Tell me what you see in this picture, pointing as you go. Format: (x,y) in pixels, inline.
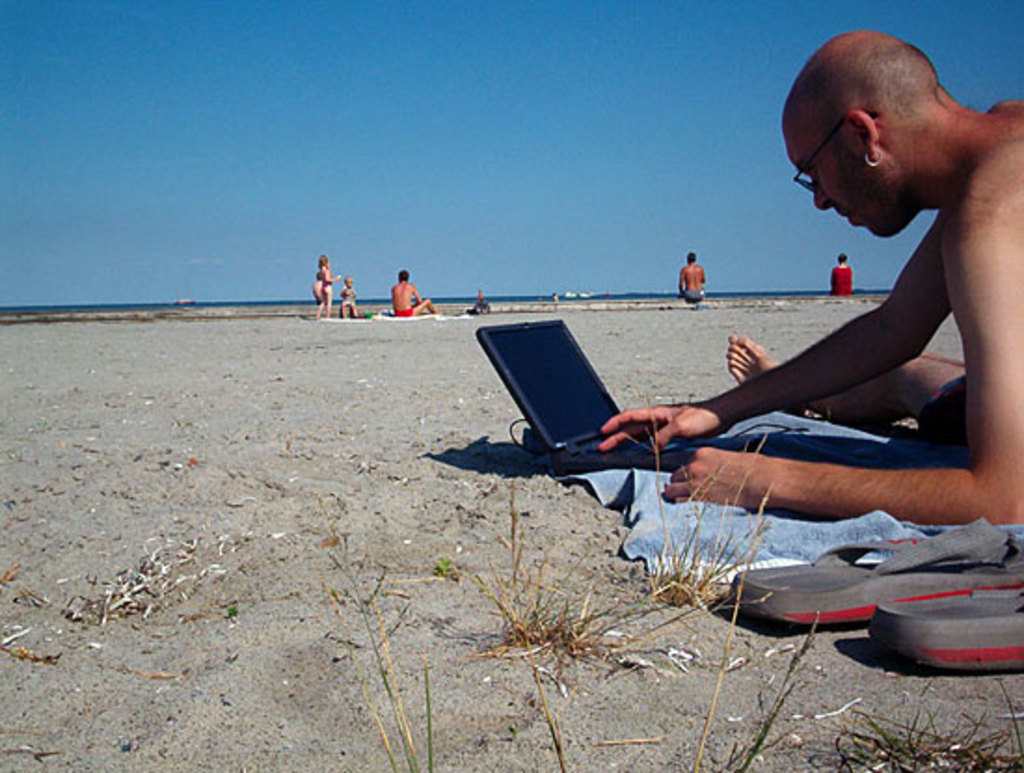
This is an outside view. On the right side (991,481) there is a man (898,194) sitting on a cloth (762,536) which is placed on the ground (561,550) and looking into the laptop (548,403). Beside him, I can see the footwear (913,578). This place is looking like a beach (209,323). In the background (398,290), I can see few people (482,296) sitting and also there are some children (332,292). At the top of the image (307,183) I can see the sky (429,82) in blue color.
